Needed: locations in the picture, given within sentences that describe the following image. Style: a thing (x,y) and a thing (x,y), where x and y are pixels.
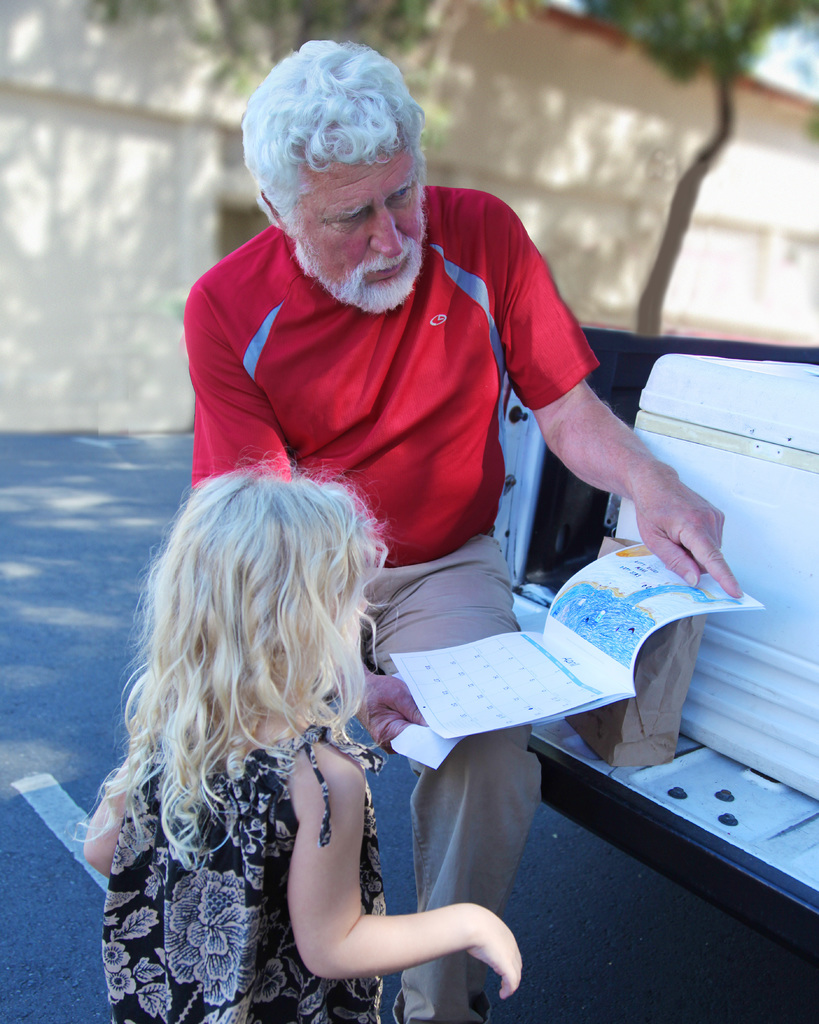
This picture is clicked outside. In the foreground (318,782) there is a girl (218,701) wearing black color dress (181,898) and standing on the ground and we can see a man (421,355) wearing red color t-shirt (415,330), holding a book (443,661) and sitting on an object (703,810). On the right corner (712,379) we can see there are some objects (812,554). In the background (621,173) we can see the wall (603,198) and the trees (721,19).
